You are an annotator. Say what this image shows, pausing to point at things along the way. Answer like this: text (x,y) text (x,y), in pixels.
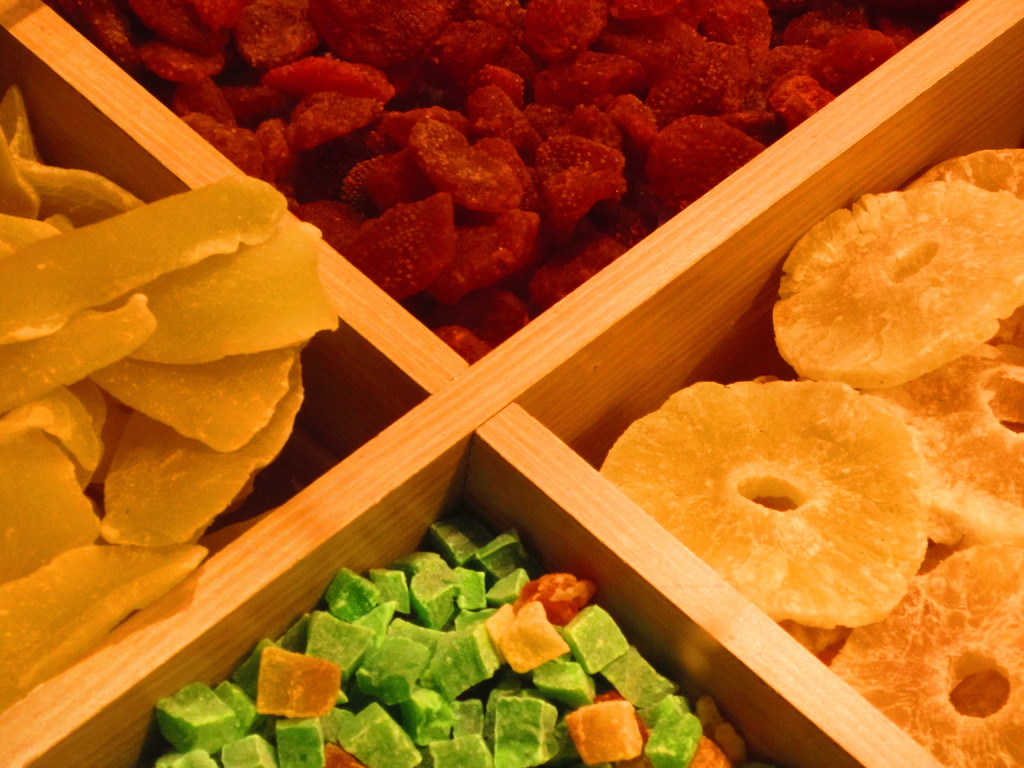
In this image we can see dry fruits (37,207) arranged in shelves (243,526).
